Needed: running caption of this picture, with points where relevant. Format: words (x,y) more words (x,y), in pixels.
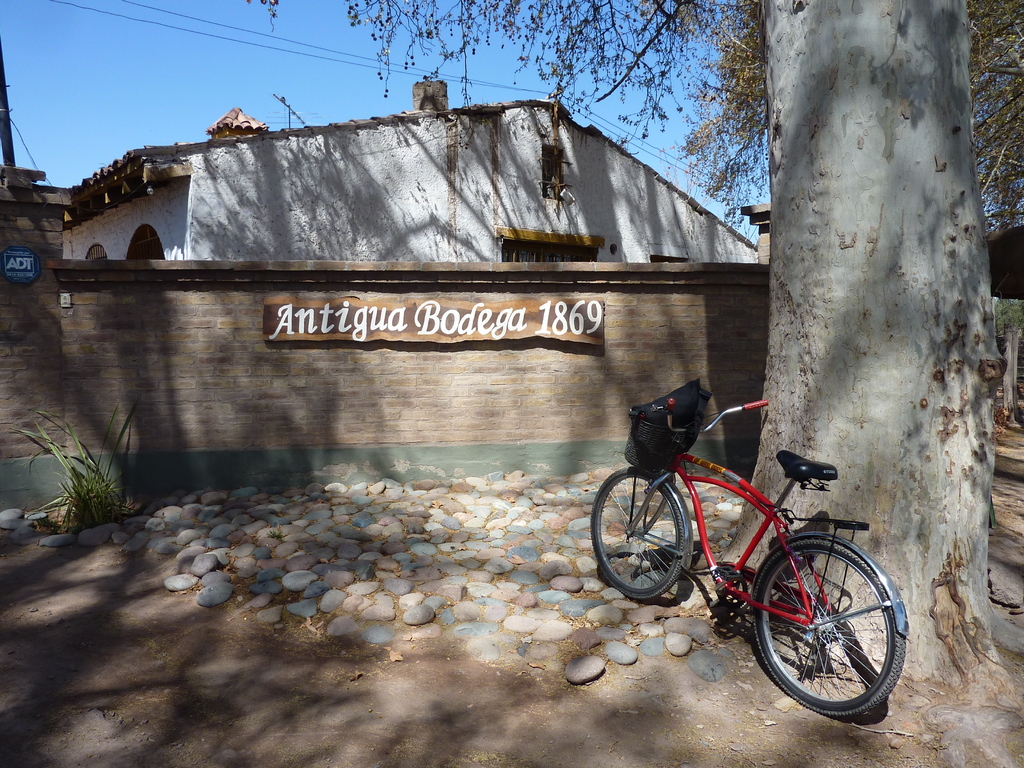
In this picture there is a red color bicycle (845,579) parked on the huge tree trunk (866,544) and some stones (335,608) on the ground (598,599). Behind there is a boundary wall (349,354) on which "Antigua bodega 1869" is written. In the background (482,258) we can see a white color shade house (488,226).
